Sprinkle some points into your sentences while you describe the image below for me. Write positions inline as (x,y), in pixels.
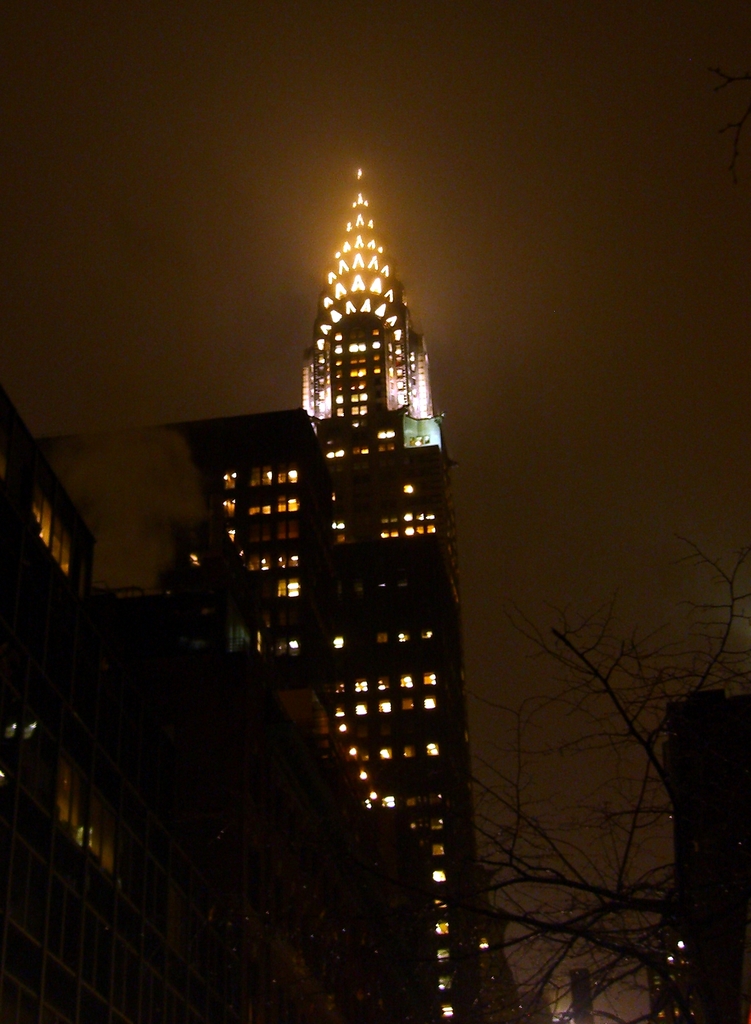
In the center of the image (357,368), we can see a building (420,405) with lights (354,410) and in the background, there are trees (605,846). At the top (325,119), there is sky (498,103).
